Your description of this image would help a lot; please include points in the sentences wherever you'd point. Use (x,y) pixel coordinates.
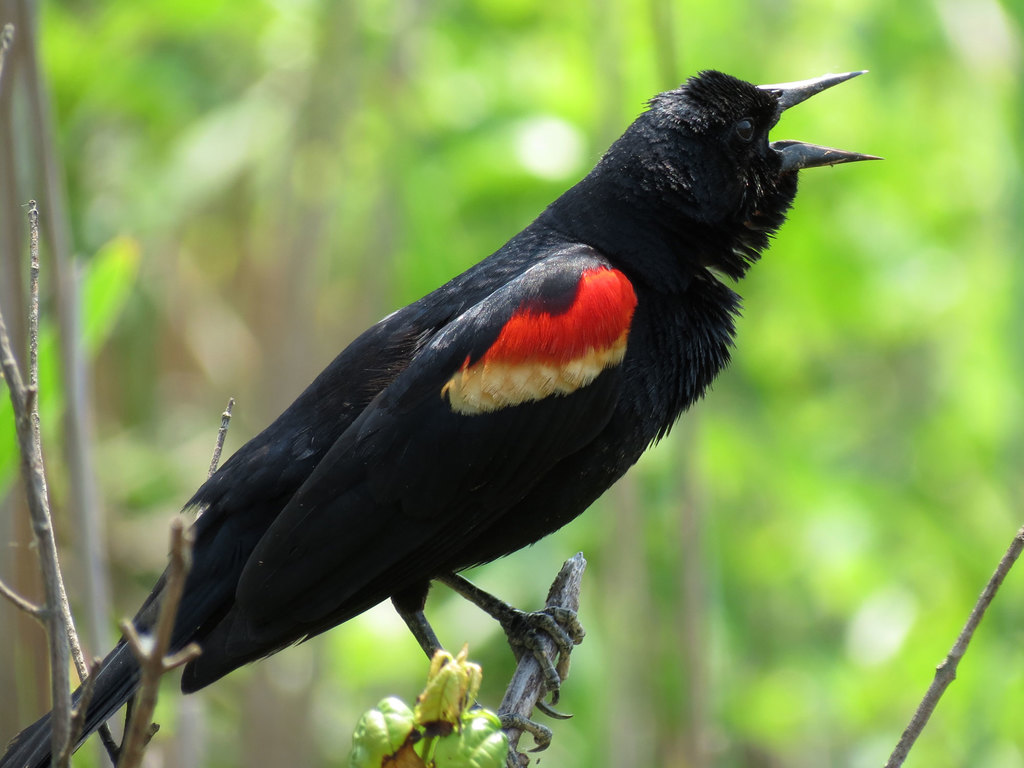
In this picture we can see a bird (266,451) on a branch (552,587) and in the background (138,117) we can see trees (51,288) and it is blurry.
